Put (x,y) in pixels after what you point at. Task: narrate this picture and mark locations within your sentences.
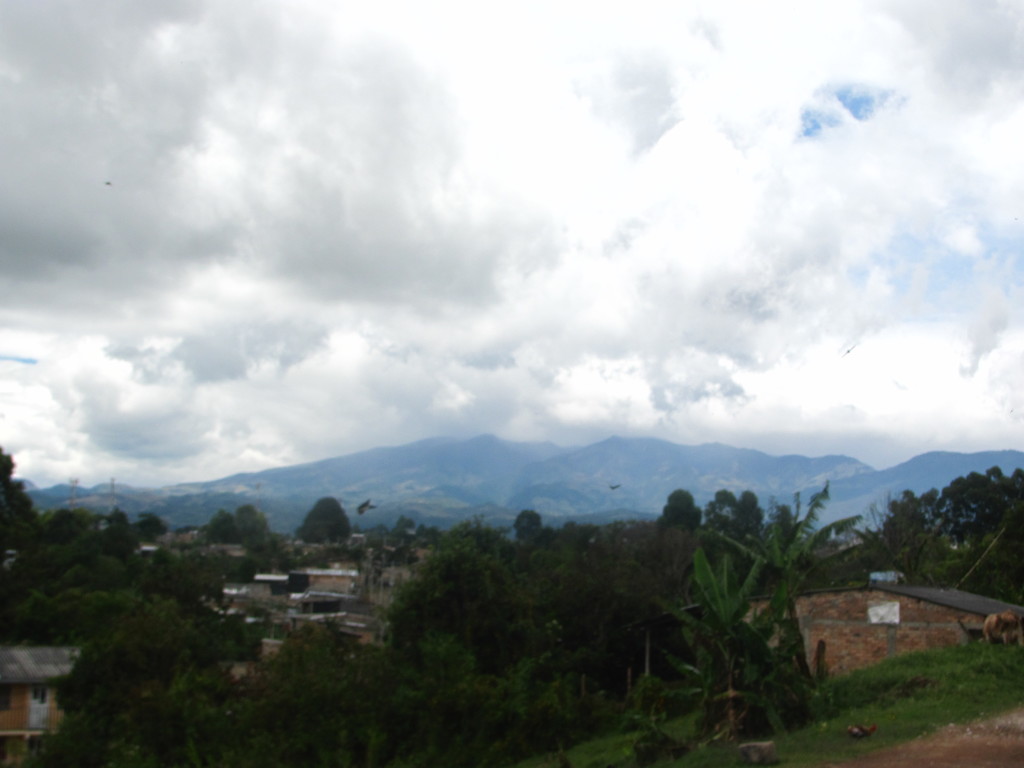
In this image there are trees (573,642) and houses (291,587) at the bottom (353,593). At the top (398,157) there is the sky (425,180). On the right side (970,742) bottom there is sand (967,736). In the background (751,472) there are mountains (751,472).
